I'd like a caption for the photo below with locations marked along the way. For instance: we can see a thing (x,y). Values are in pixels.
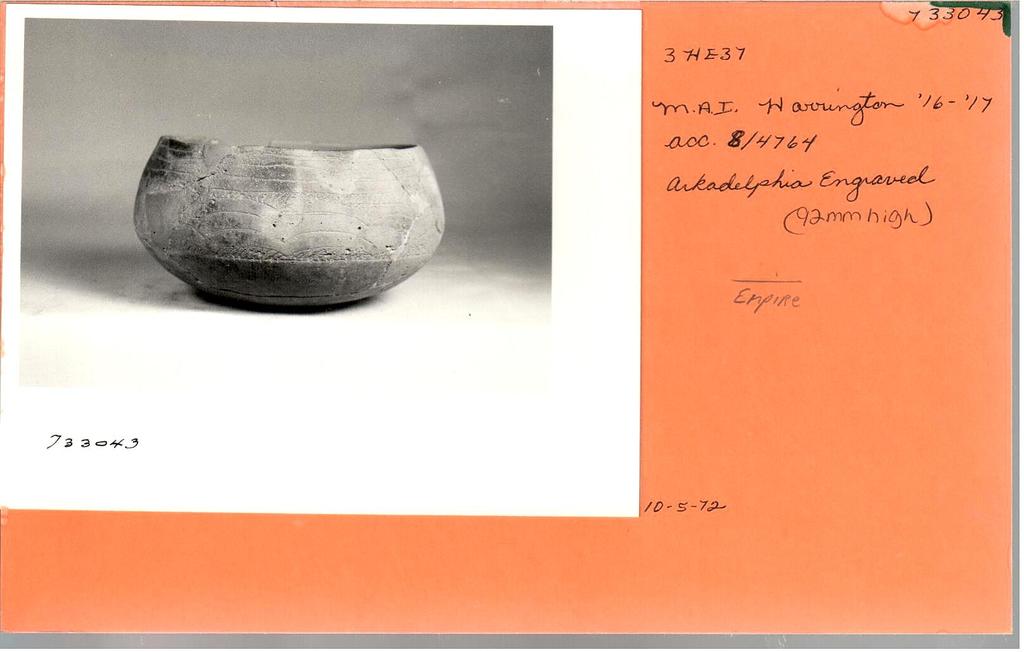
In the image there is a post card (176,178) with a photo (476,45) of a vessel (338,239) on the left side (331,224), the vessel photo (308,290) is of black and white color, on the right side (869,106) there is some hand written text (786,152) on the card (617,562).
